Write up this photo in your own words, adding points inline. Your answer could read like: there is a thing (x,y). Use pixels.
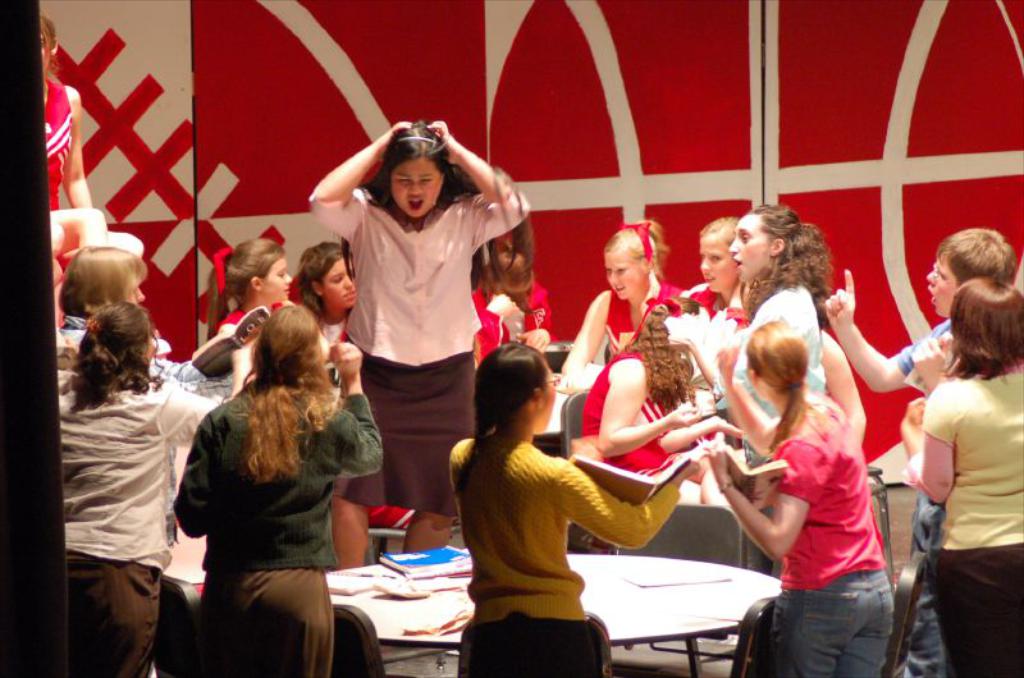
In the middle of the image (442,335) a woman (448,188) is standing on a chair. Behind her there is a wall (439,91). Bottom of the image (674,613) there is a table (721,626) on the table (721,626) there are some books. Surrounding the table (694,610) there are some chairs (359,669). In the middle of the image (466,307) there are few women (446,252) are standing and few people (775,326) are holding something in their hands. Top left side of the image (49,47) a woman (101,225) is sitting.
